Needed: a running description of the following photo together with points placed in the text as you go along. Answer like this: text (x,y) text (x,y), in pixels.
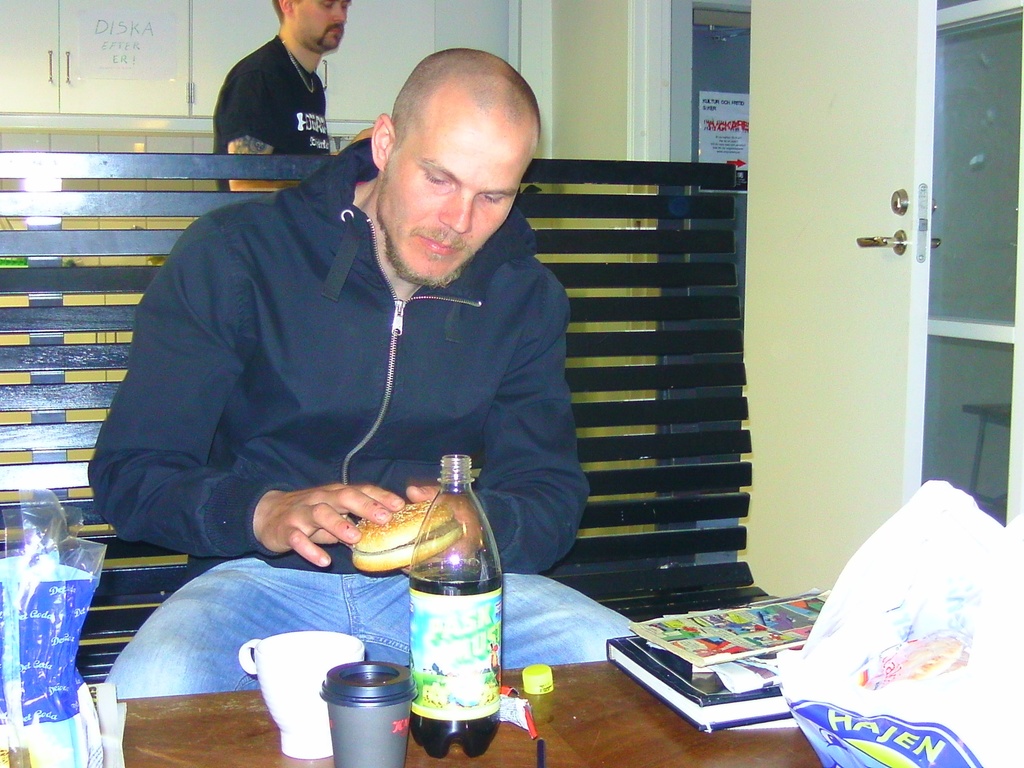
In this image I see a man (453,51) who is sitting on the bench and he is holding a burger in his hands (381,506), I can also see a table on which there are few things (689,638). In the background (885,423) I see another person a door (894,14) and the wall (555,145).
